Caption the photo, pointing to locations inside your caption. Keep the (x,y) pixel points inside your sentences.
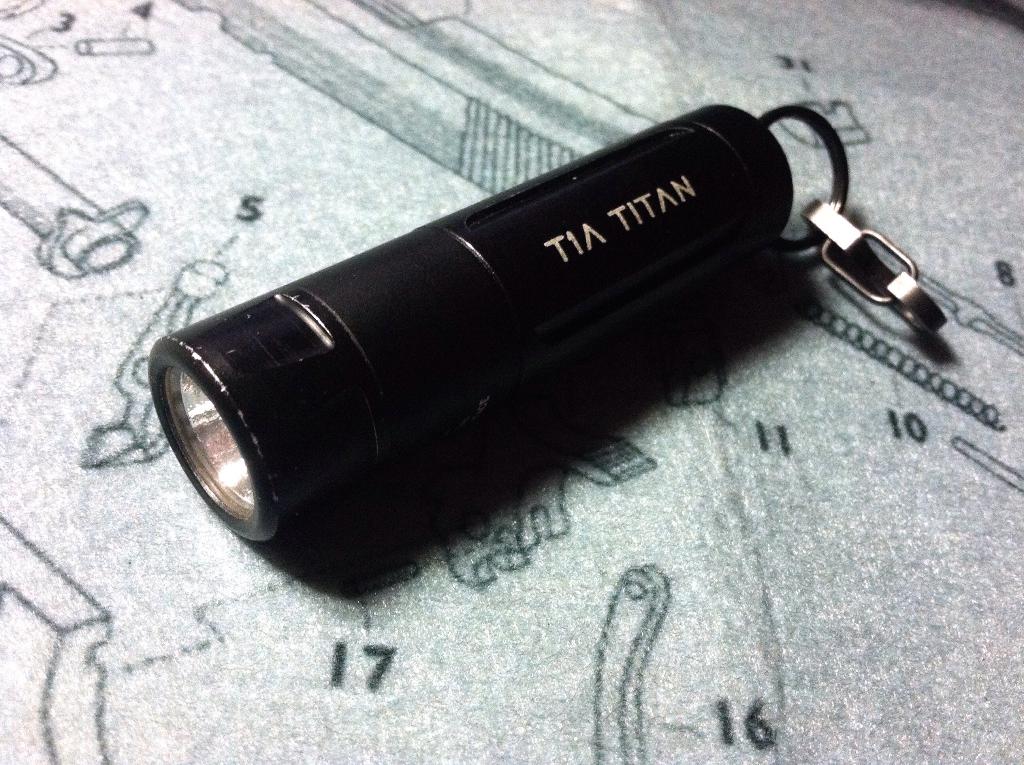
In this image we can see a torch light (555,215). In the background (488,89) we can see some numbers (764,442) on the surface (475,129).
